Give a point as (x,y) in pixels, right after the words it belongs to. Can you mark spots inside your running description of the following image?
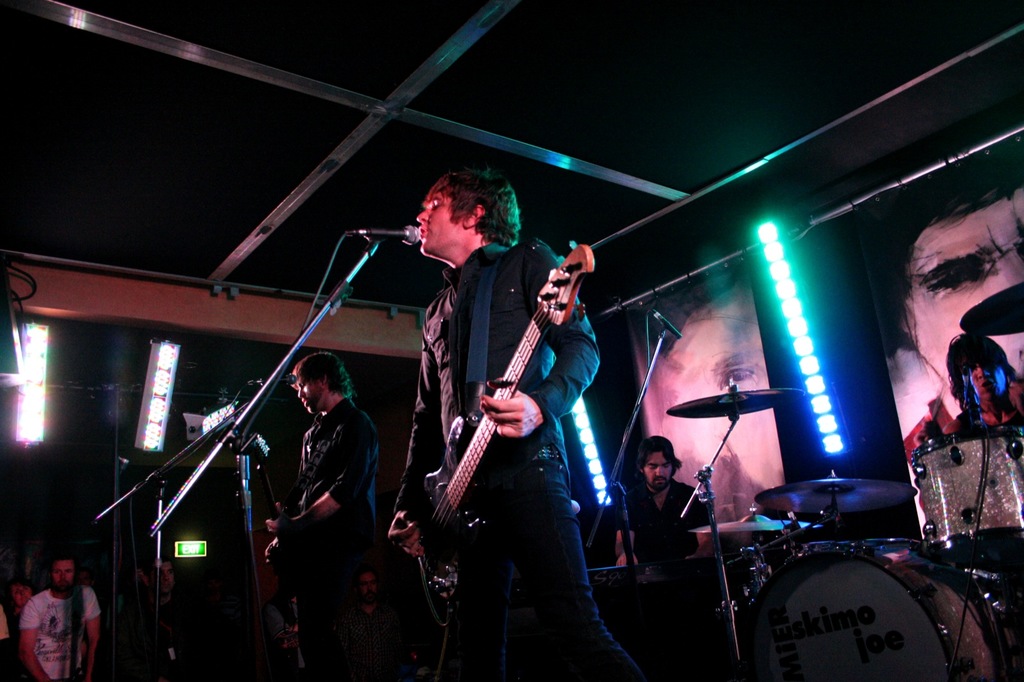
In this here we can see 2 people (502,490) who are standing behind microphones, holding and playing guitar (261,440) and also singing. In the back (674,515) we have 2 other men (1002,400) who are sitting behind a keyboard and drums (952,567) and playing them. It seems like a musical concert and here we can see some audience (25,641).
